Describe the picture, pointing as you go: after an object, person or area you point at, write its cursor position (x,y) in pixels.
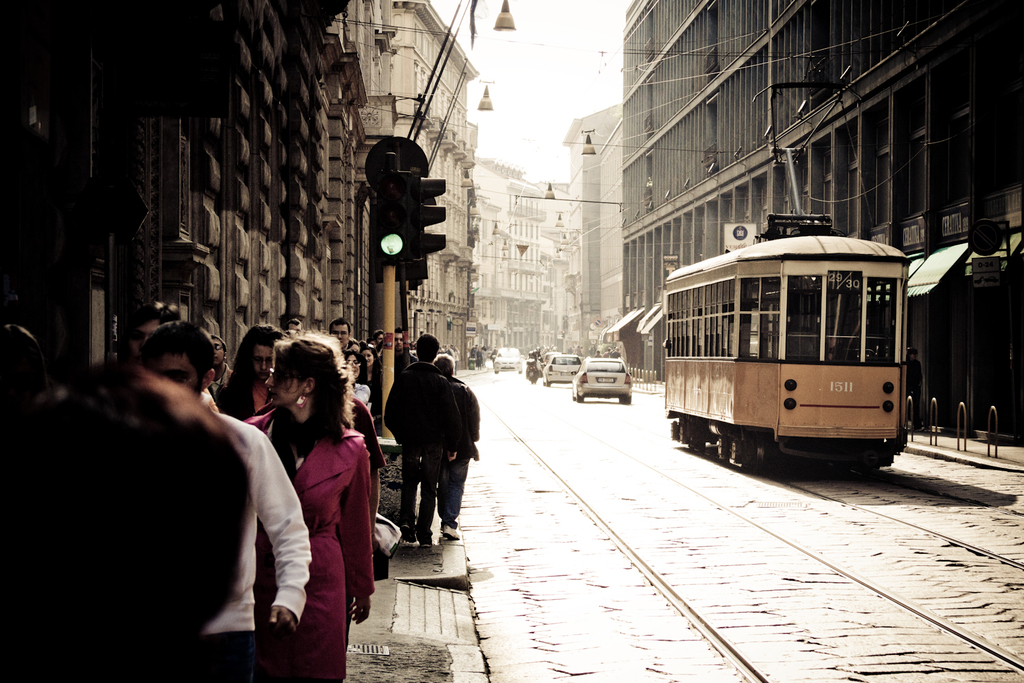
In this picture I can see buildings (937,175) and few vehicles (566,367) on the road (486,588) and I can see few people (281,418) walking on the sidewalk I can see a traffic signal light (382,253) to the pole (389,272) and I can see a tram (797,385) moving on the track (1001,561) and I can see sky (568,70) and looks like few lights (589,141) hanging.
